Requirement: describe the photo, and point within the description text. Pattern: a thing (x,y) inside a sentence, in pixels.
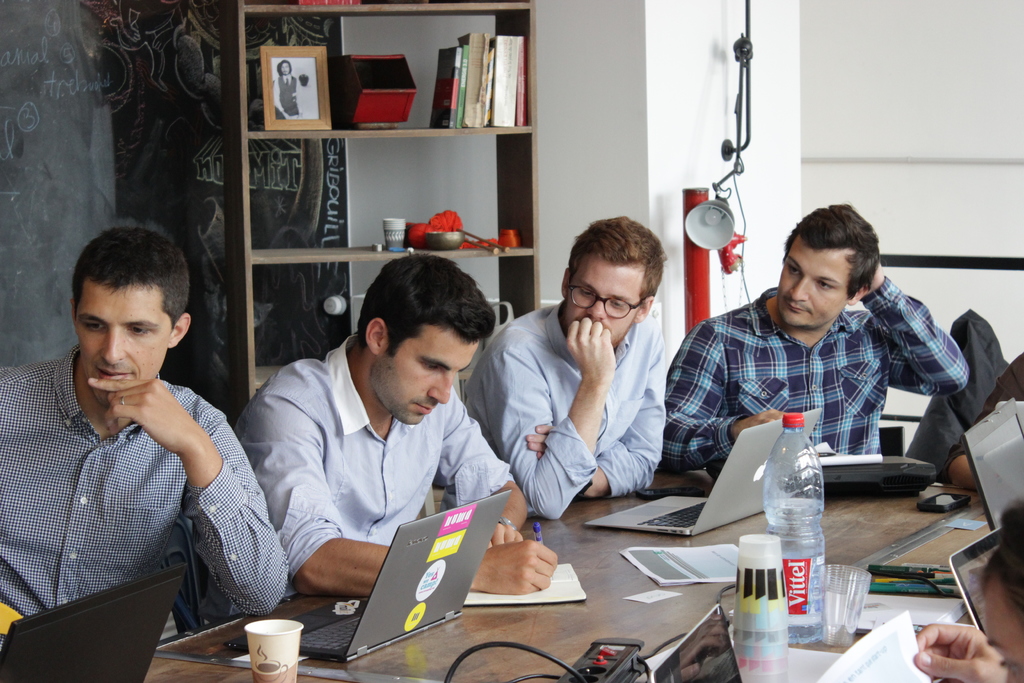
In the image we can see there are people (453,376) sitting on the chairs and there are laptops (1012,487), papers (852,674), glasses (774,667), water bottle (800,608), and extension box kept on the table (564,530). A person (537,546) is holding pen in his hand (524,572) and behind there is lamp (719,218) kept on the wall (774,22). There are books (480,75) kept in a rack (487,5) and there is a black board (316,184) on the wall (123,96).
